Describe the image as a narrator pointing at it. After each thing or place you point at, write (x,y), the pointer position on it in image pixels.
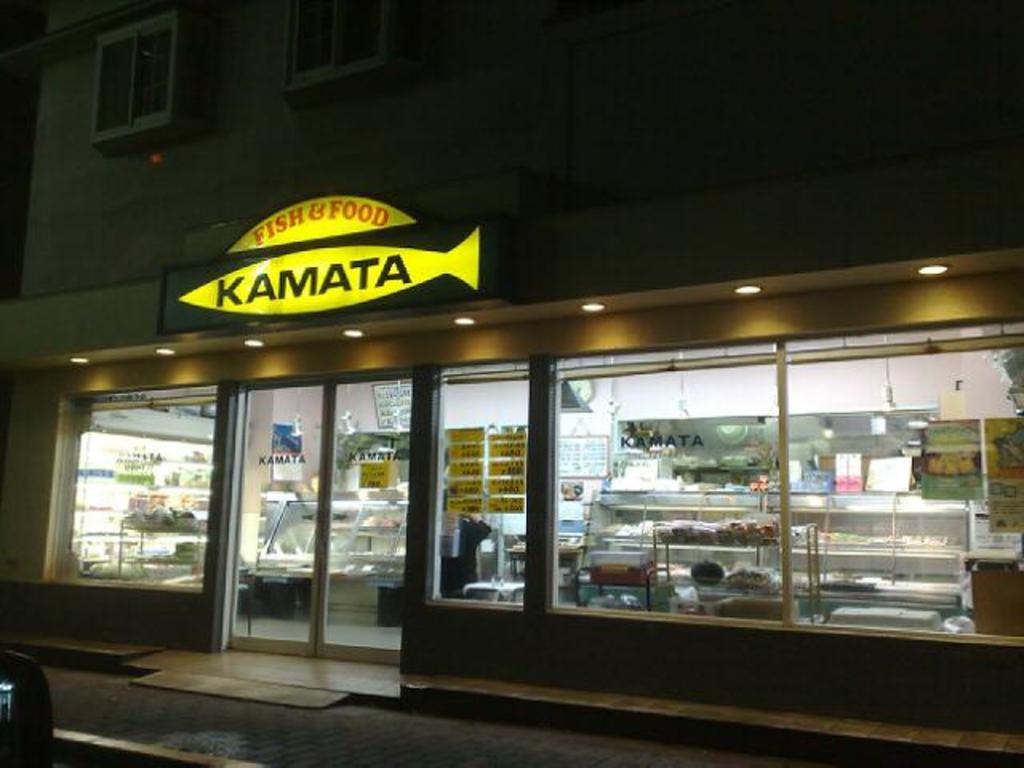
In this picture, there is a building (621,333). In the building (436,455), there is a store (737,508). On the building (277,394) there is a board (236,267) with some text (386,278). In the store (373,546), there are racks (915,538) and some objects (995,547). At the bottom (324,726), there is a road (228,712).
